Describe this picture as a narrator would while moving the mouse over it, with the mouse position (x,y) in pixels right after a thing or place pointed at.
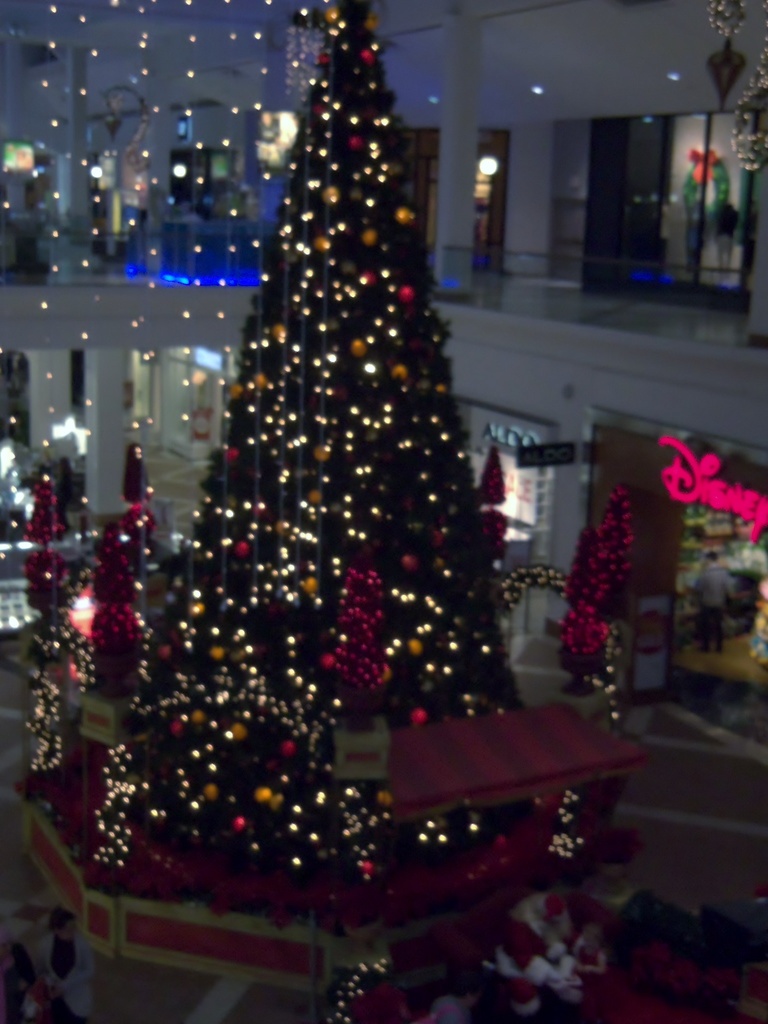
In this picture I can see an inner view of a building (5,232) and I can see a Christmas tree (297,498) and few decorative balls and lighting (283,338) to the tree (368,495).
